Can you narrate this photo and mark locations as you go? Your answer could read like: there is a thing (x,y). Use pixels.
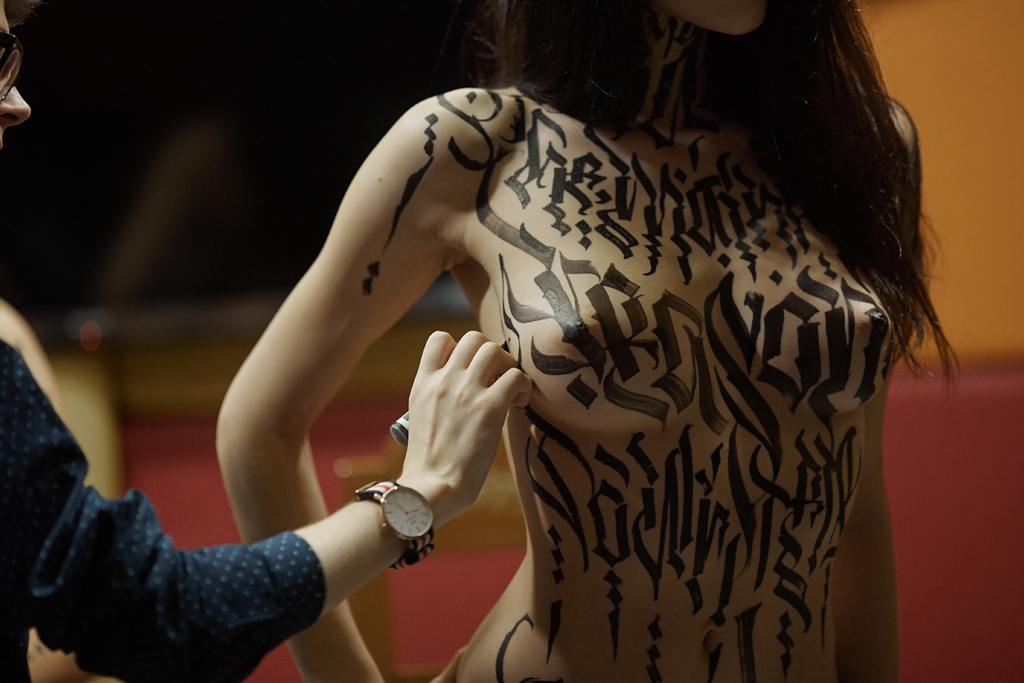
In this image I can see two people (460,403). One person (59,511) is wearing the navy blue color dress (64,580) and the specs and another person (377,301) with the tattoos (657,582). I can see the yellow and black background (232,90).
